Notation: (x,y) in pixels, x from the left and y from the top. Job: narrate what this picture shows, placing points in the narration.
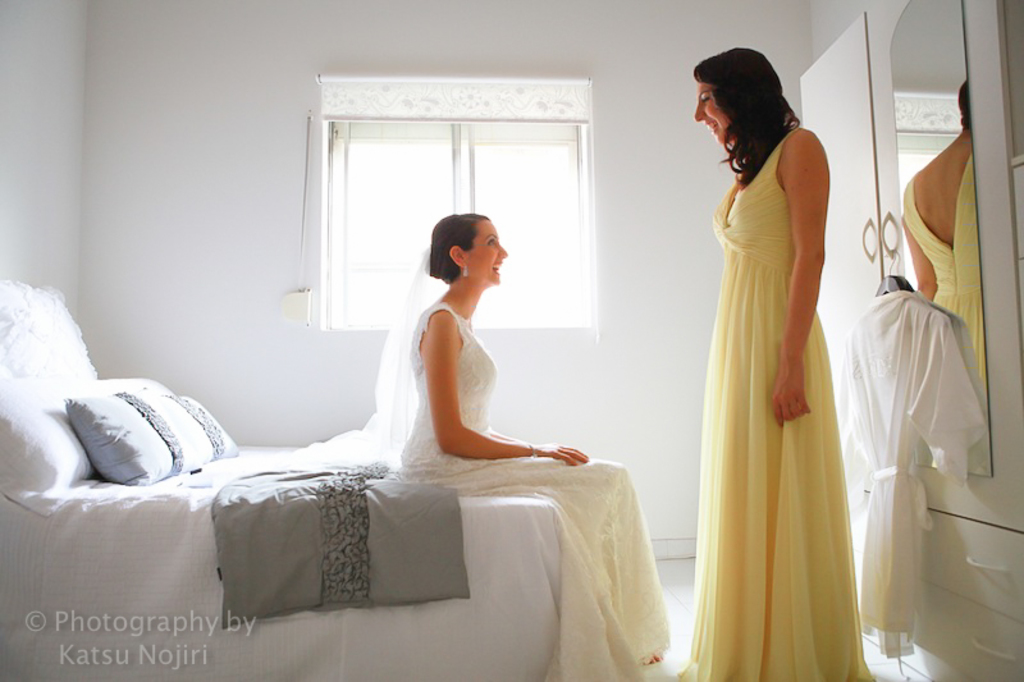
This picture is clicked inside the room (444,630) and in middle (459,264), we see woman (584,572) wearing white dress (497,483) is sitting on the bed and she is laughing. Beside her, we see woman (749,258) in yellow dress (757,497) is standing and laughing. Beside her, we see mirror (935,192) which is fitted to a white color cupboard (874,167). We see pillow (176,454) and blanket (284,488) on the bed (210,463) and behind this, we see a wall (273,183) which is white in color and next to it we see window (544,127).
